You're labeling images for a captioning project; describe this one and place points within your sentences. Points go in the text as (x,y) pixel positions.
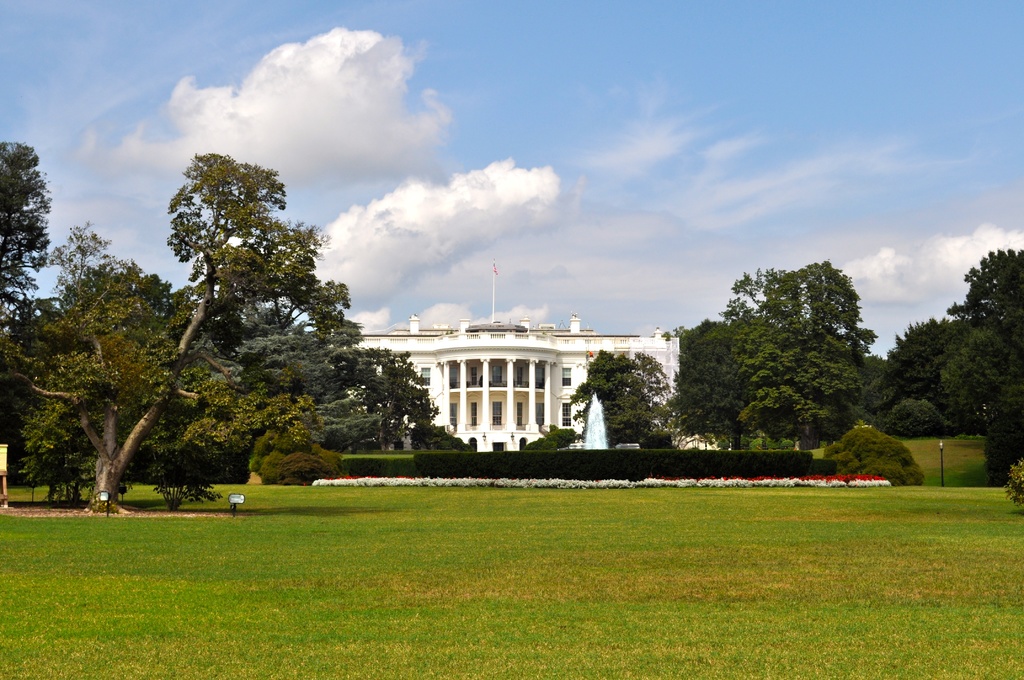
This image consists of a building (500,385) in white color. At the bottom (571,606), there is green grass (673,611). On the left (159,361) and right, there are trees (369,361). At the top (334,145), there are clouds (485,259) in the sky (486,287).
